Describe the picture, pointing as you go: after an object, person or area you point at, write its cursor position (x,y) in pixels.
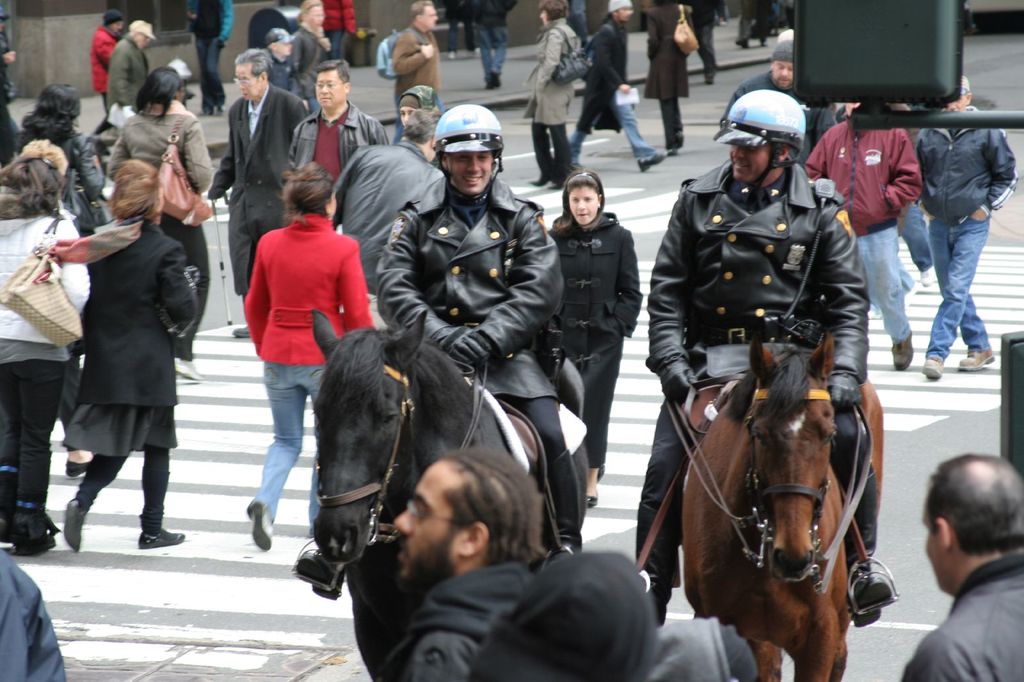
In this image there are a group of people (64,170) some of them are standing and some of them are walking, on the right side (686,373) there are two persons (671,256) who are sitting on a horse (721,425) and they are smiling. On the top of the right corner (816,57) there is one board (881,65).
